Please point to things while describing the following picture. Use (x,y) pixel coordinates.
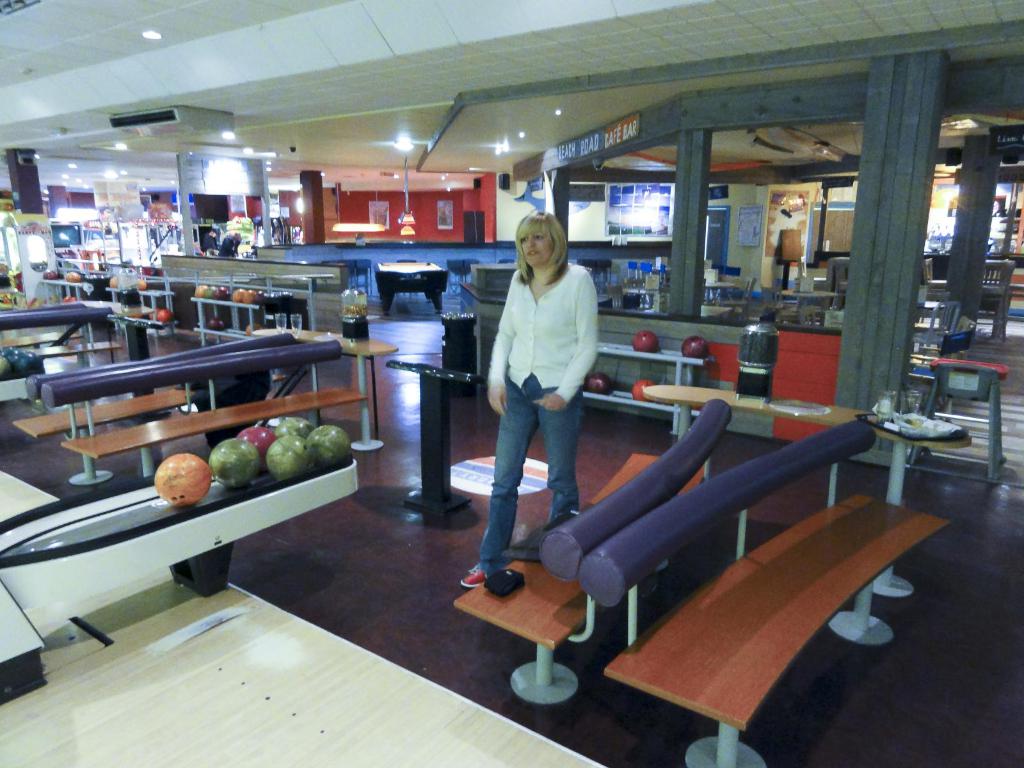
In this image a lady (536,338) is standing in a bowling court (373,607). She is wearing white shirt (545,343). There are chairs (566,578) beside her. Behind her there are many shops (167,188). This is looking like this is inside a mall (751,264).
